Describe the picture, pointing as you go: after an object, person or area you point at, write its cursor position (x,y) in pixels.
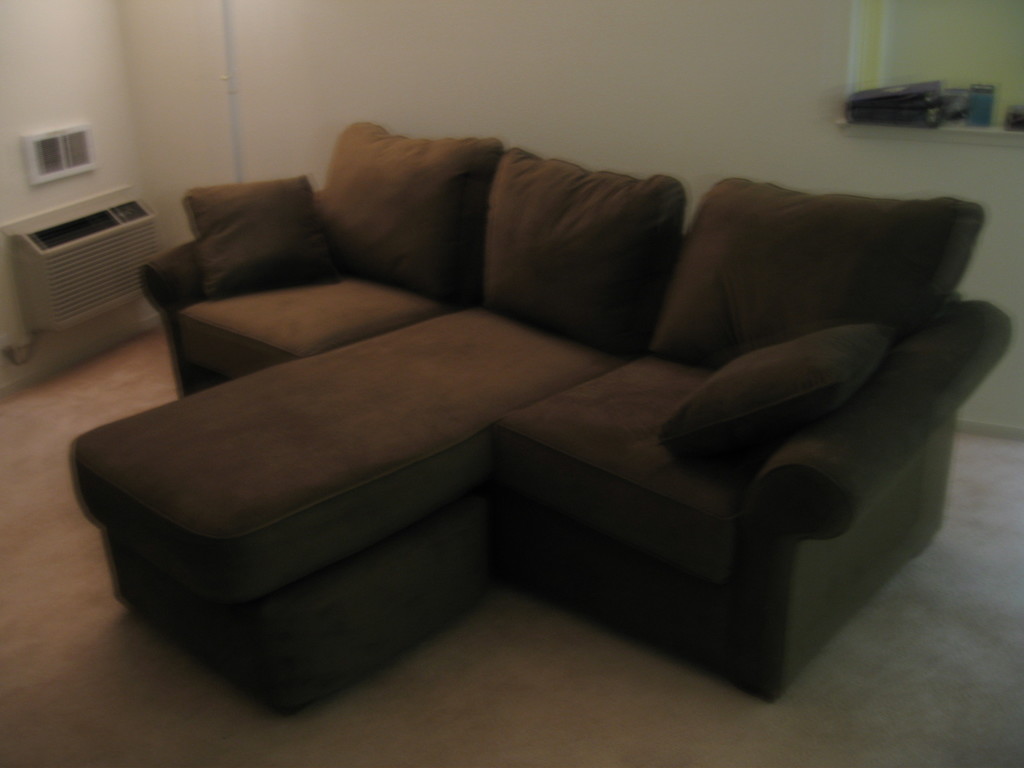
As we can see in the image there are brown colored sofas (437,328) and white color wall (391,78).
